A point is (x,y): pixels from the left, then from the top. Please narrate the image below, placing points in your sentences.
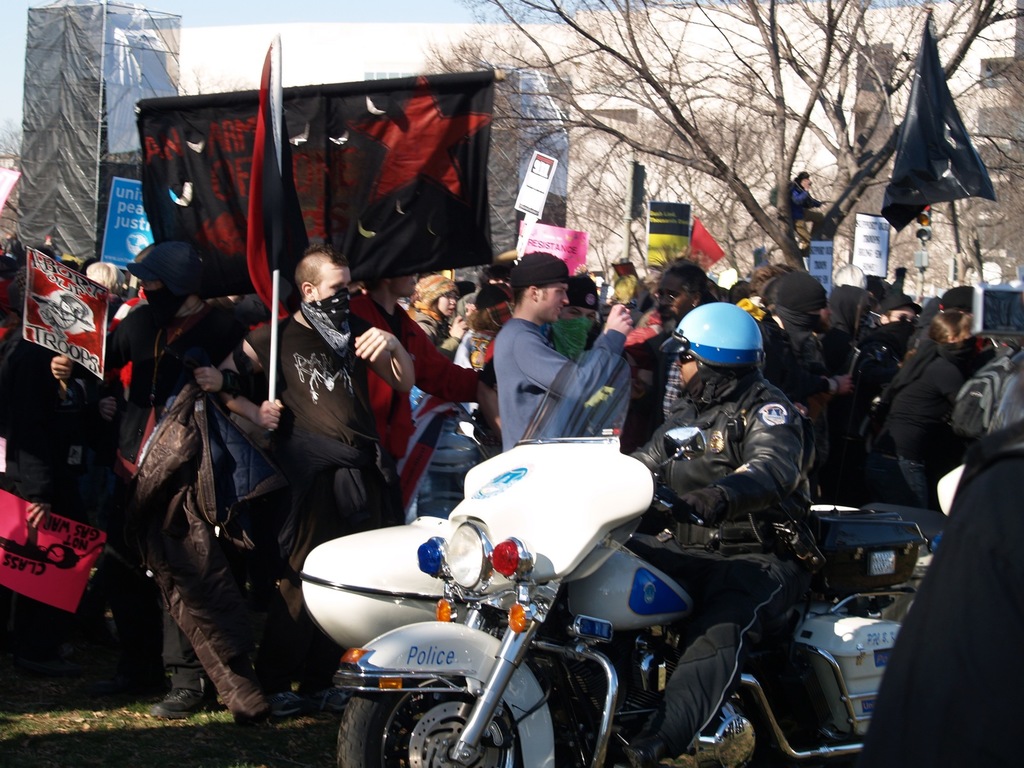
In this image I can see number of people (890,444) where one man (664,698) is sitting on a bike (646,508). I can also see he is wearing a helmet (728,315). Here I can see few of them are holding flags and posters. In the background (55,66) I can see few trees (880,168) and few buildings (853,86).
